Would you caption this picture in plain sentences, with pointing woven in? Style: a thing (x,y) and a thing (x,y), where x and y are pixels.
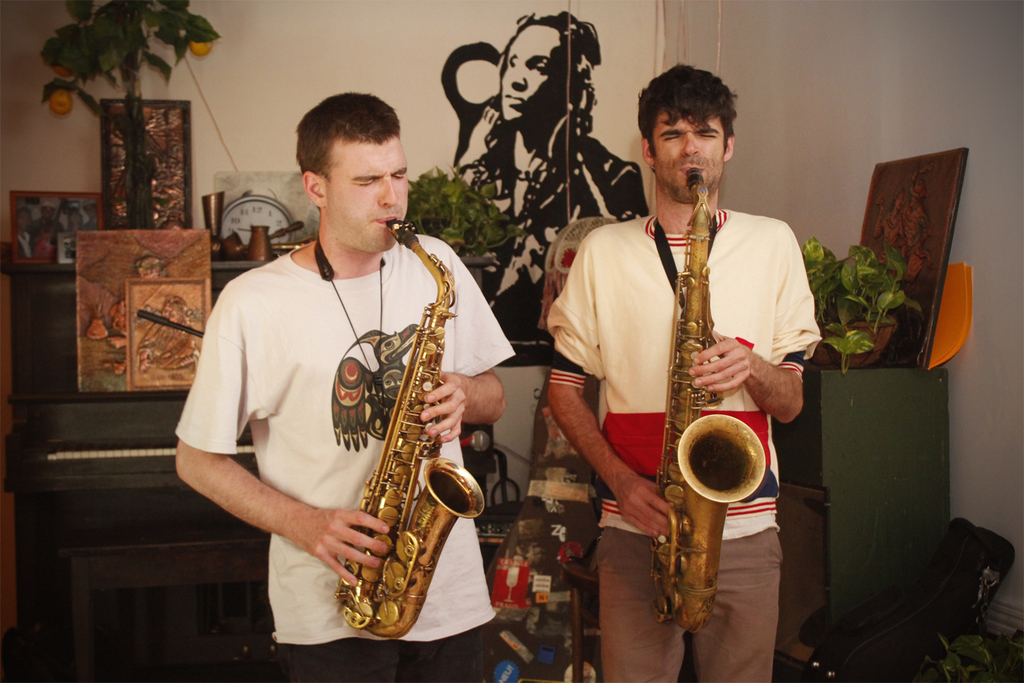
In this image I can see there are two persons (572,327) holding musical instrument (695,330) and playing a music and backside of them there is the wall (623,41), in front of the wall (31,153) there is a photo frame (160,132), plants (124,64), flower pots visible and there is the wall (821,123) on the right side (963,101) and in front of wall (966,199) there is a photo frame (917,263), flower pot (877,357) and a plant (869,281).
